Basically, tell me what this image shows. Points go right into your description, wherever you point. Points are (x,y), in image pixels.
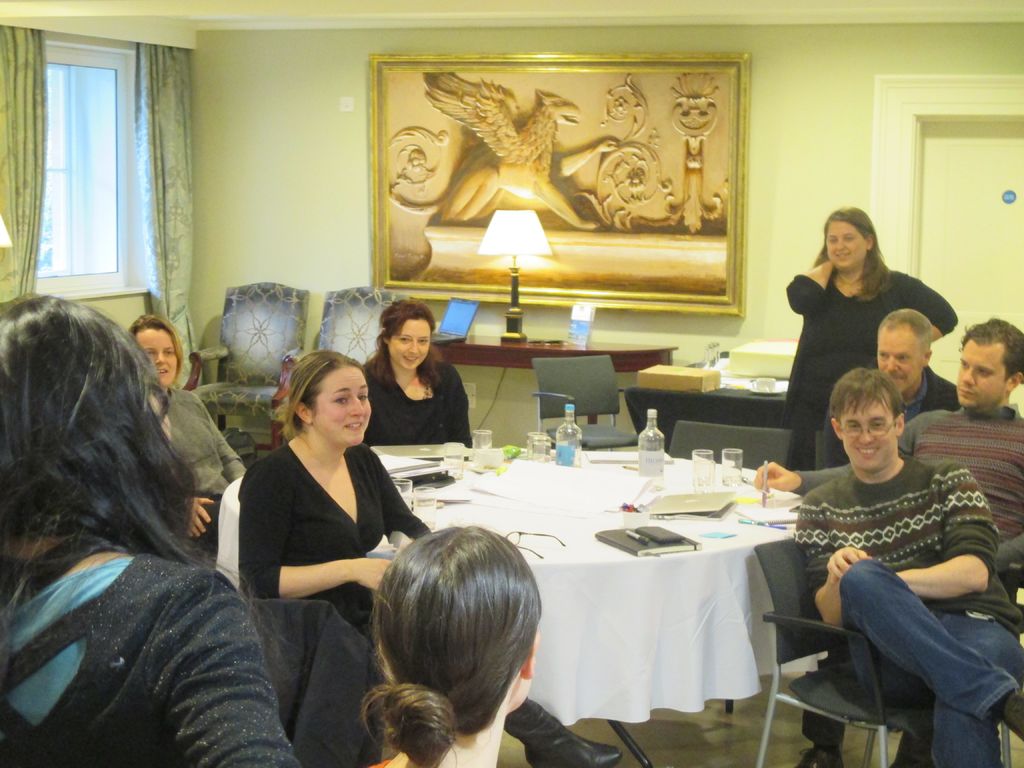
In this image I can see the group of people (18,318) sitting and I can see few bottles (660,443), glasses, books (655,549) on the table (607,549). In the background (560,201) I can see the lamp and I can also see the frame (428,218) attached to the wall (283,129) and I can see few curtains (163,93) and the glass window (84,166).
